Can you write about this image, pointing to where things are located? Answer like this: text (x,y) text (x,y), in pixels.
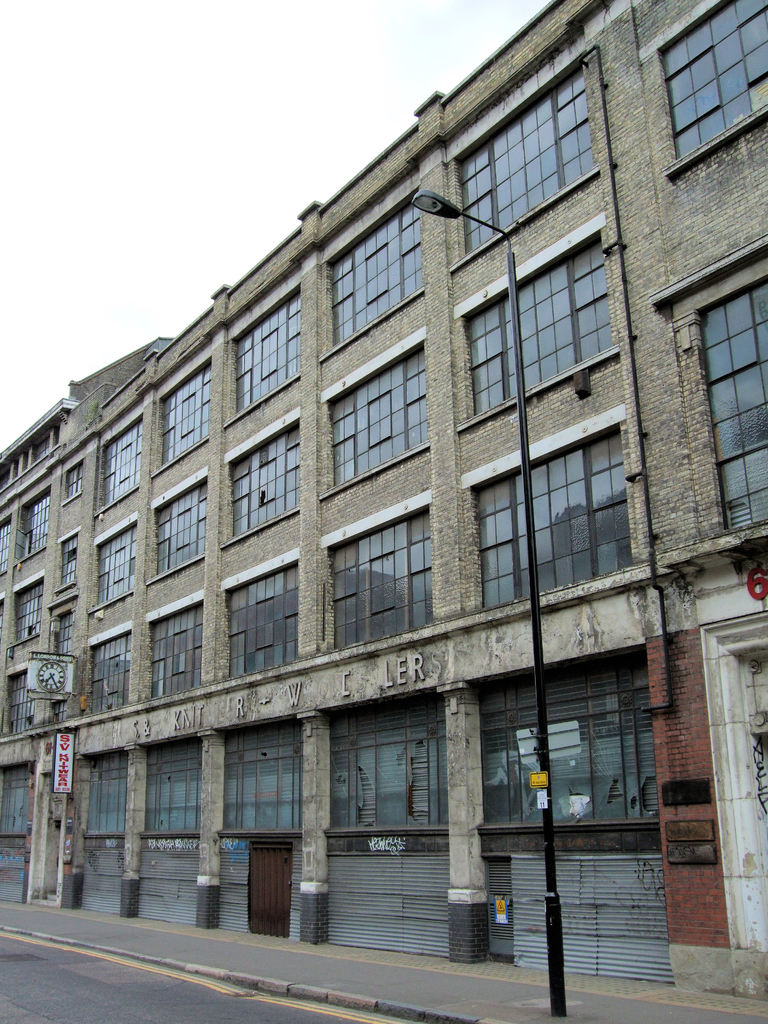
In this image there is a building (276,300) with some text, a pole (524,439) with light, sidewalk (484,1012) in the foreground (430,207). There is a sky (89,1) at the top (3,329). And there is a road (44,975) at the bottom (19,980).
